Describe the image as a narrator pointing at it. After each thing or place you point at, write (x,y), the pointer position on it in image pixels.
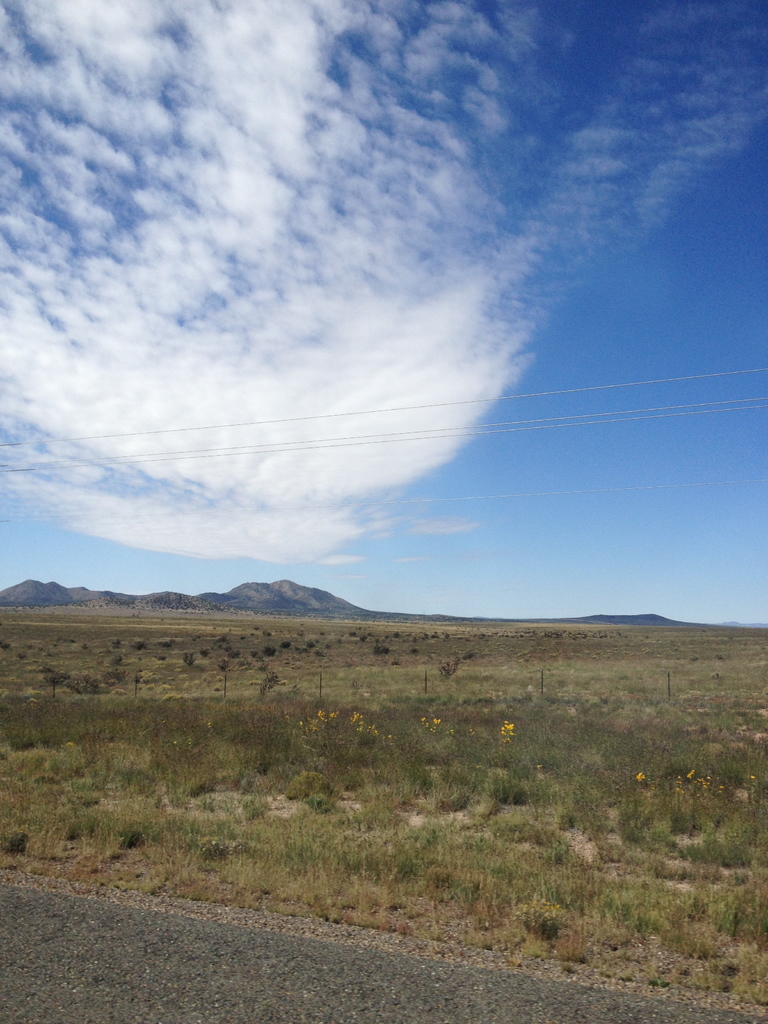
In this image there is grassland (499,655), in the background (58,589) there is the mountain (318,594) and the sky (449,385).
